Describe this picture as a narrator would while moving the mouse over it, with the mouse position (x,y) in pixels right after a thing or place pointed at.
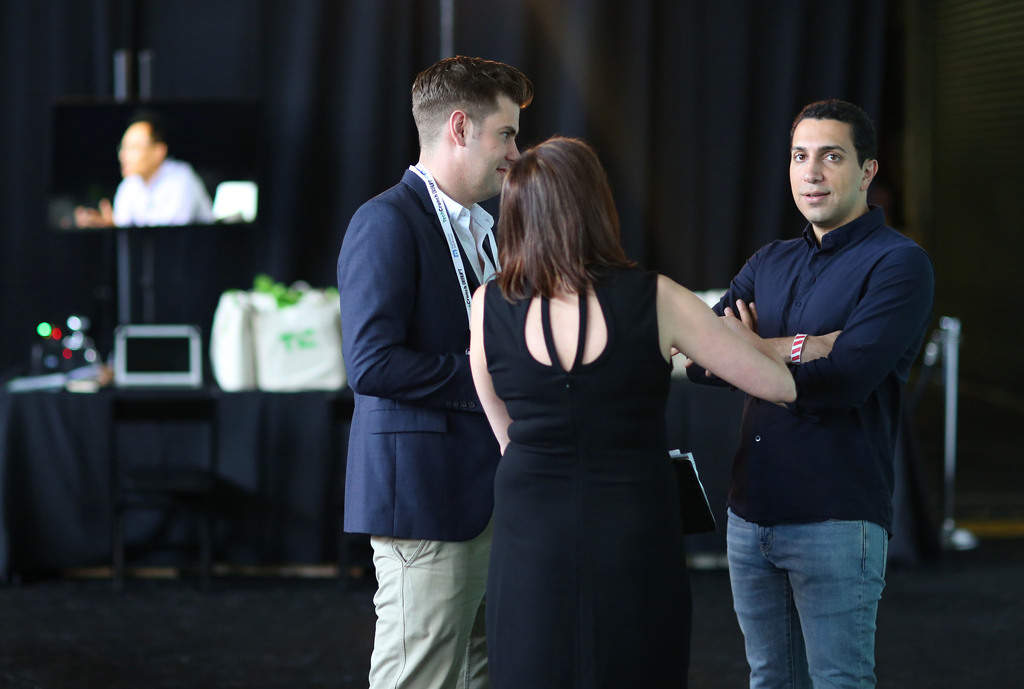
In the picture I can see three persons (679,318). There is a man (749,621) on the right side (811,305) is wearing a shirt (884,385). I can see a woman (670,306) in between two men (427,317). There is a man (457,380) on the left side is wearing a suit (423,352) and there is a tag (454,253) on his neck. There is a television (200,216) on the top left side (187,97). I can see the table (244,400) and chair (171,441) on the floor (198,589). In the background (275,105), I can see the curtain (569,108).
